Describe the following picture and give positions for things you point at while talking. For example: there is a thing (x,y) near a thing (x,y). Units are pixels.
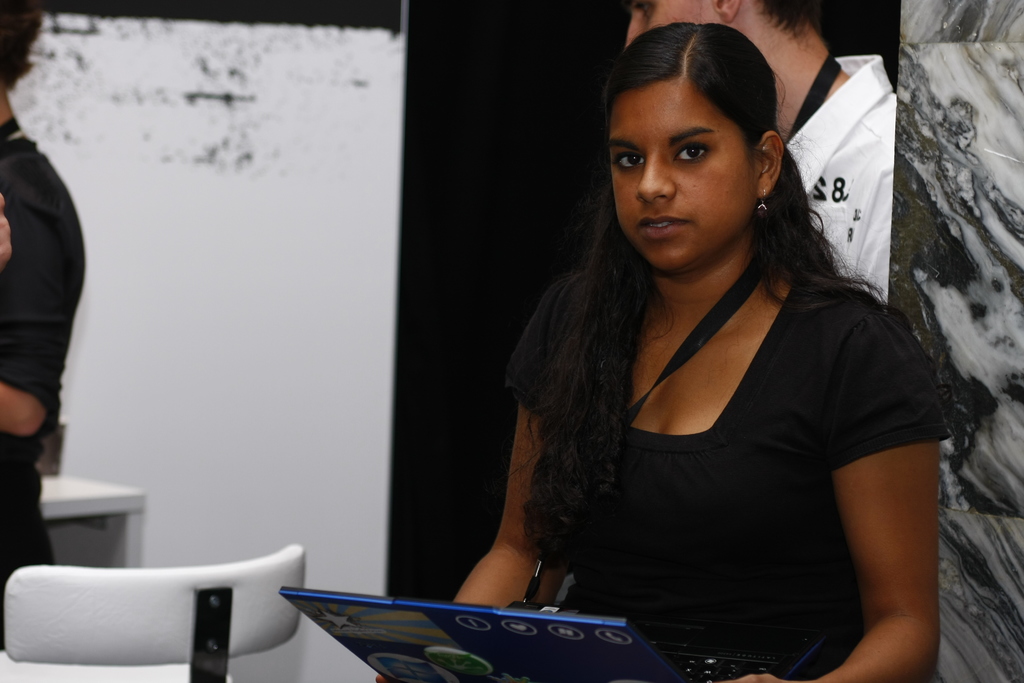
There is a girl (632,368) on the right side of the image (806,522) and there is a laptop (471,624) on her laps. There is a boy (855,176) behind her, it seems like there is a pillar (928,285) on the right side (922,245) and there is a chair (84,573) at the bottom side of the image (161,618). There is a person (14,30) and a table (107,512) in the background area (98,526).
